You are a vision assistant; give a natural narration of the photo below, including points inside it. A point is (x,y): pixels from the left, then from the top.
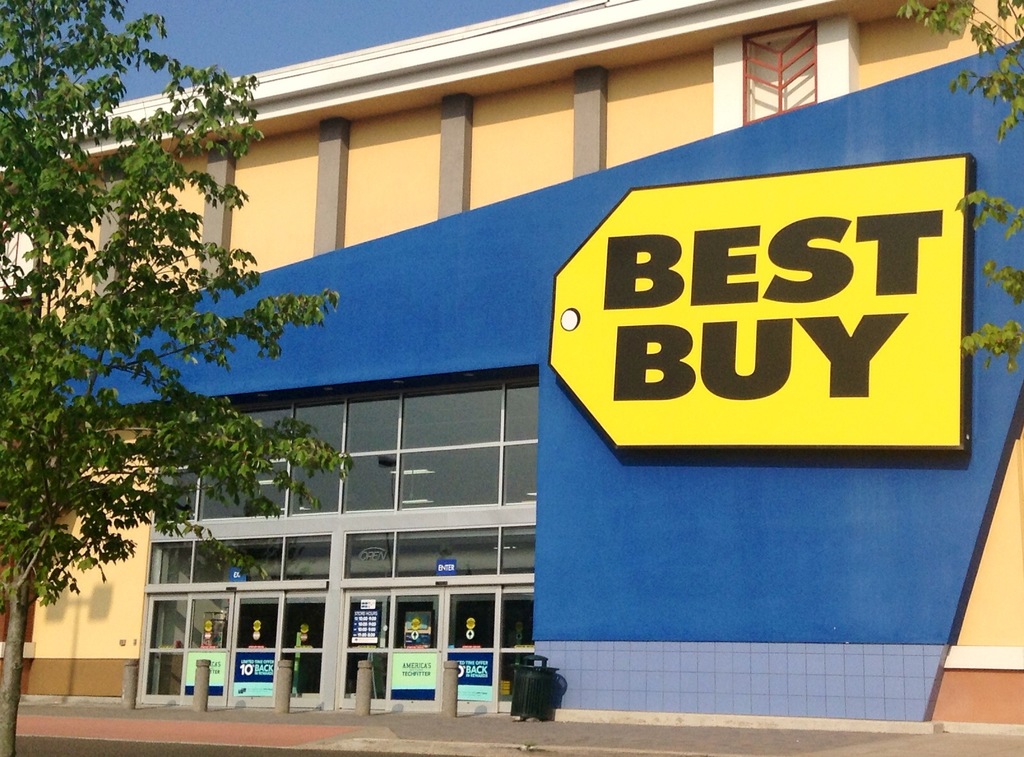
This is a picture of the store "best buy" (771,430). Near to this best buy store (691,476), there is a tree (105,369). At the top of the picture (316,30) we can see a blue sky (361,45). The wall (501,150) is painted with light cream cream and light brown colours. These are the poles (204,694) in front of the store (311,691).
